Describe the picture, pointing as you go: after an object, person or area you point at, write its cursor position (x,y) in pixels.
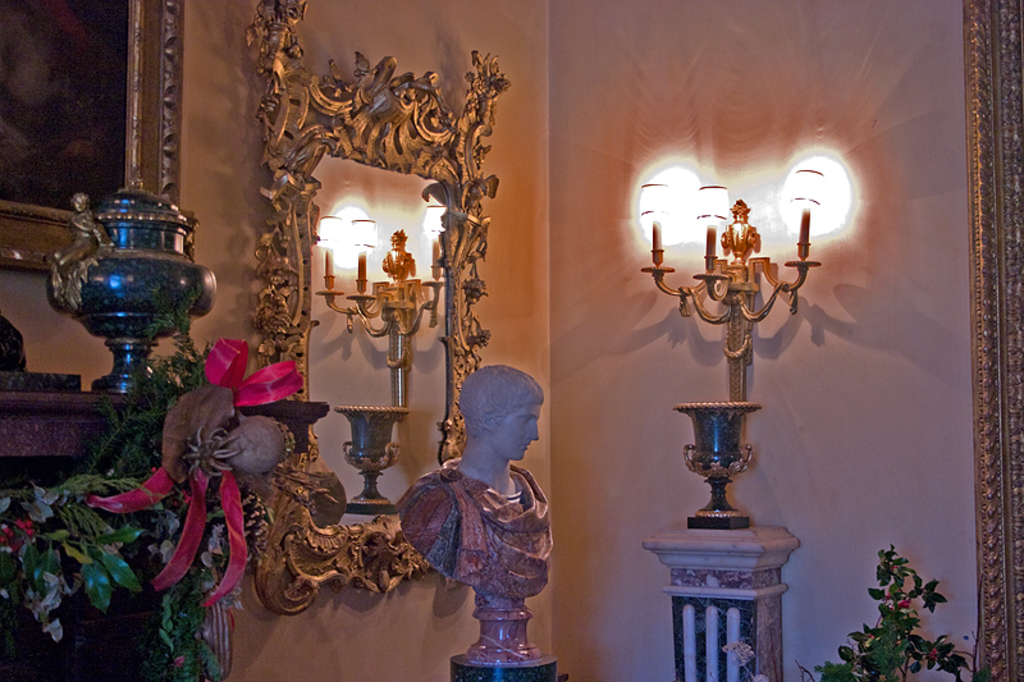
In this image we can see the sculpture (470,485), house plant (889,679), frame (52,161) and also the wall (537,84). We can also see the mirror (396,202) and through the mirror (367,301) we can see the reflection (324,271) of the lights (338,293) attached to the wall (845,276). We can also see some other objects (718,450) on the counter (22,453). We can also see the ribbon (242,389).
